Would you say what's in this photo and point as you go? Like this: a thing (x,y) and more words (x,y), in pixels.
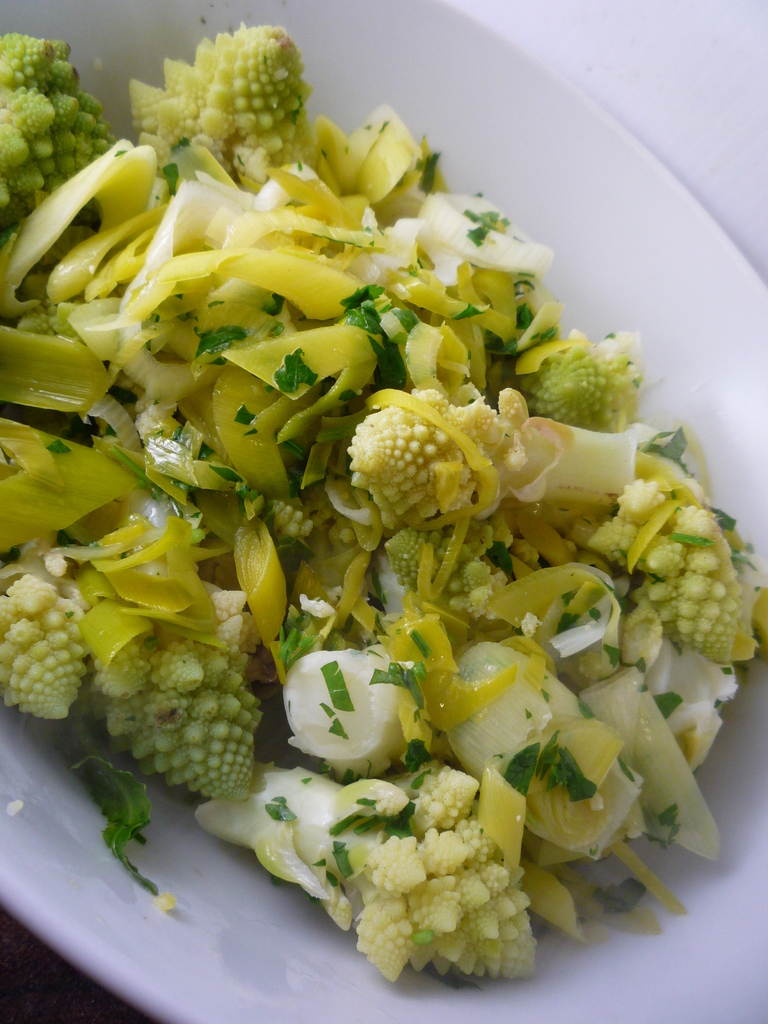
In this image, we can see food (360,573) on the plate (395,983) and the background (666,88) is in white color.
